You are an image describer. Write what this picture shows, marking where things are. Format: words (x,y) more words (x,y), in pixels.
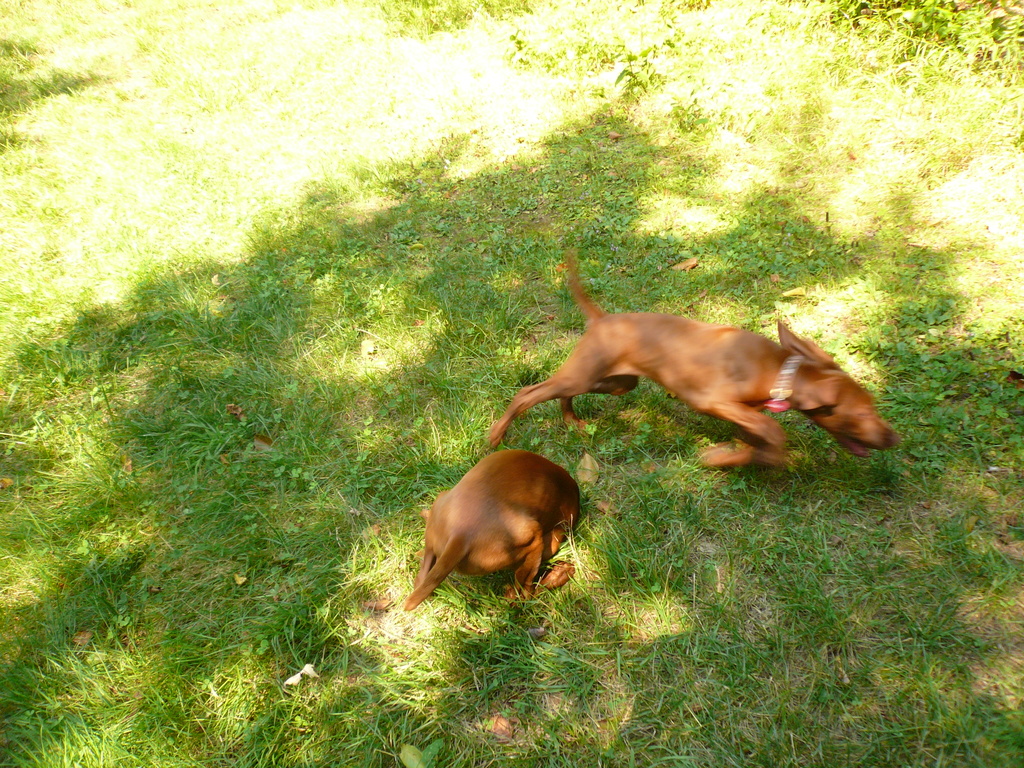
In the image on the ground (606,191) there is grass (712,430). And also there are two dogs (780,345) on the ground (714,536).
